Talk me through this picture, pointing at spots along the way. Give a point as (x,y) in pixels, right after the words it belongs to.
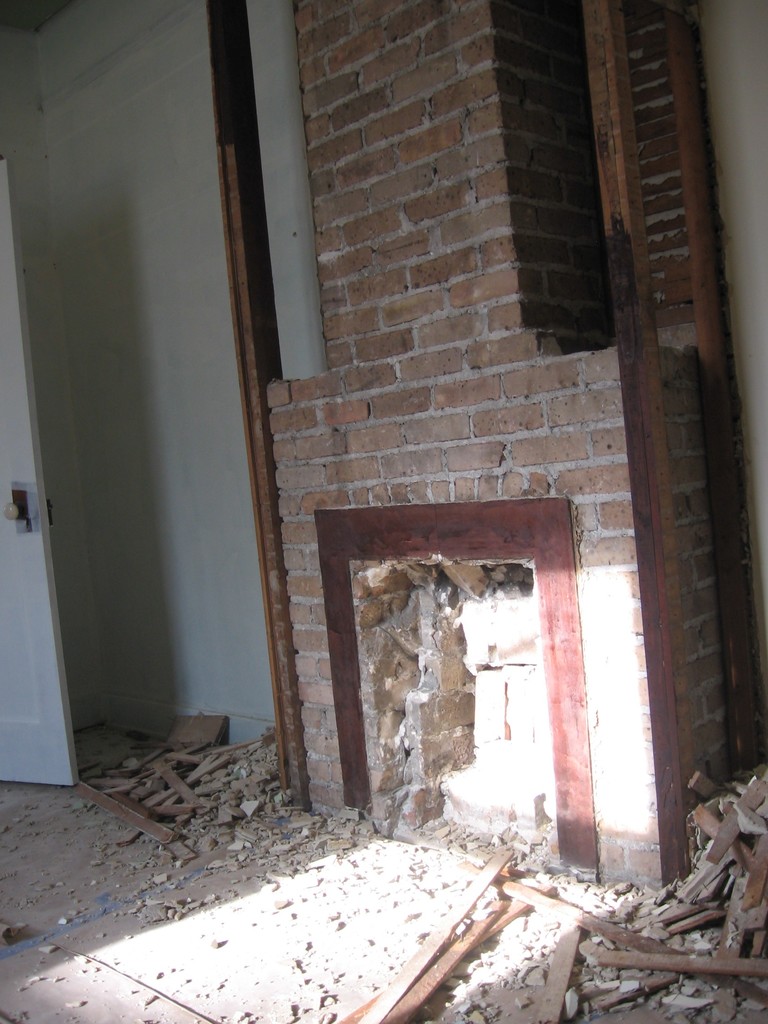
In this image there is a brick wall (485,277) in the middle (447,372). Beside the brick wall (436,210) there are wooden sticks (263,374). At the bottom (394,891) there are broken pieces of bricks (267,862) and wooden stick (661,947). On the left side (33,612) there is a door (16,586).
